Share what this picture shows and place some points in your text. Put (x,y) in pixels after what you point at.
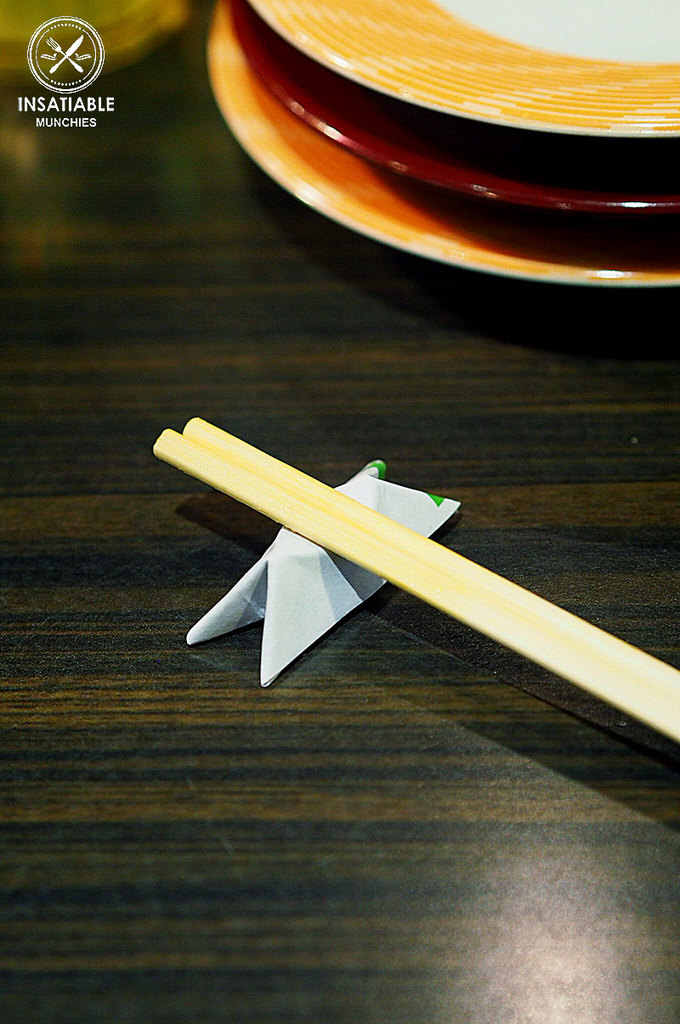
In this image there are chopsticks (454,583) and plates (496,265).
